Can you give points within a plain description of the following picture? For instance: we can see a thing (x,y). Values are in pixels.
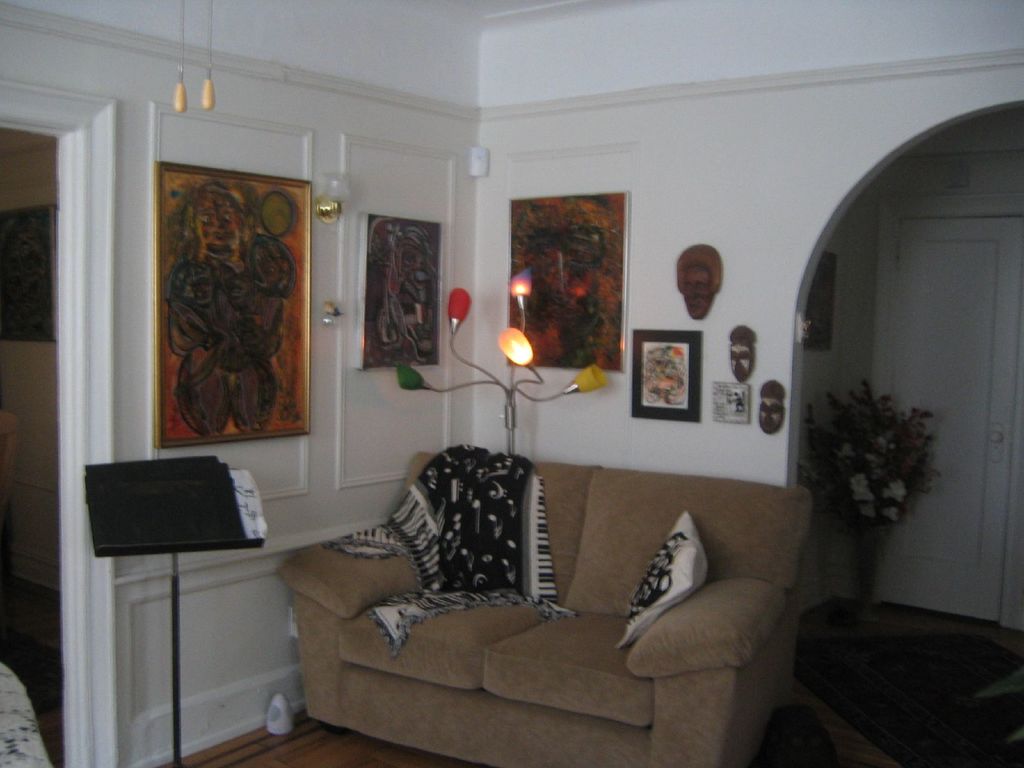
This is a door (915,403) which is used to enter into a room (1017,508). This looks like a plant (873,525). This is a sofa (735,546) which is in the center (664,495) and this is a pillow (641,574). These are photo frames (571,337) which are fixed to a wall (329,296).
